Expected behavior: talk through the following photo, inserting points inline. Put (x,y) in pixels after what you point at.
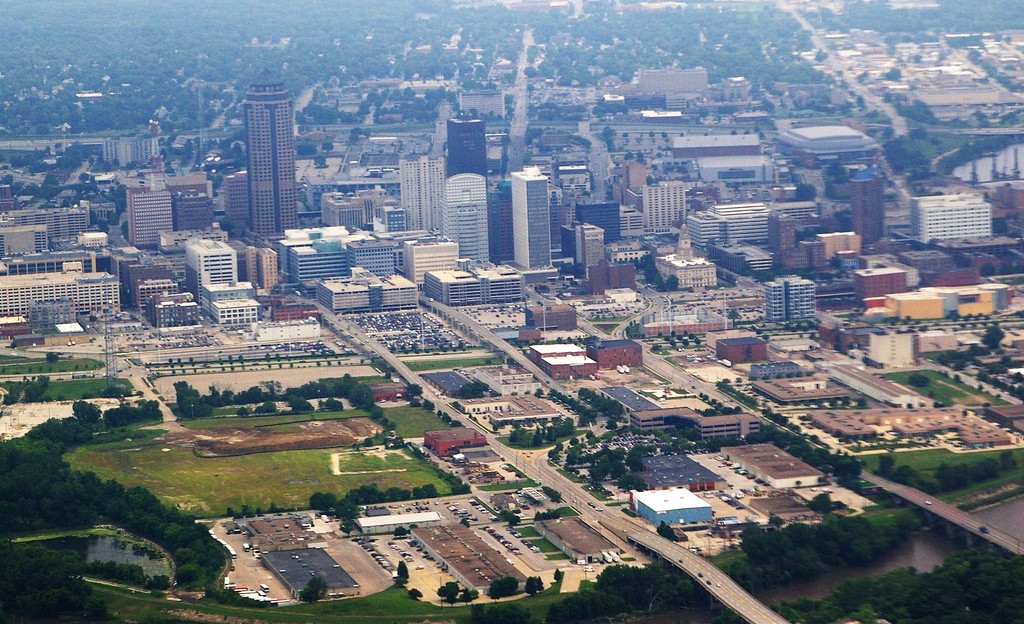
In this image, there are so many buildings (440,245), houses (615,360), trees (651,575), plants (215,588), grass (901,514), vehicles (401,544), roads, bridges (696,578) and the water (1000,523).
